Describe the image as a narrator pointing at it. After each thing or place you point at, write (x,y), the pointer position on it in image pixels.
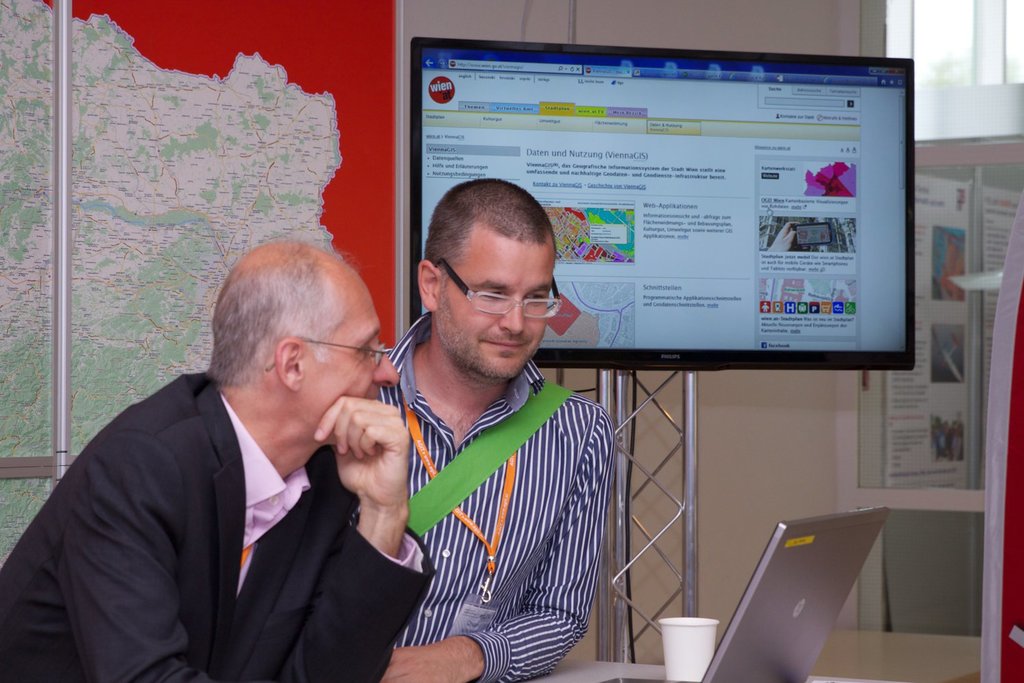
This image consists of two men (456,441) standing. In front of them, there is a table (600,682) on which there is a laptop (764,596) and a glass (686,645) are kept. In the background (515,98), there is a screen (478,94) along with a map (145,191) on the board (201,229).
